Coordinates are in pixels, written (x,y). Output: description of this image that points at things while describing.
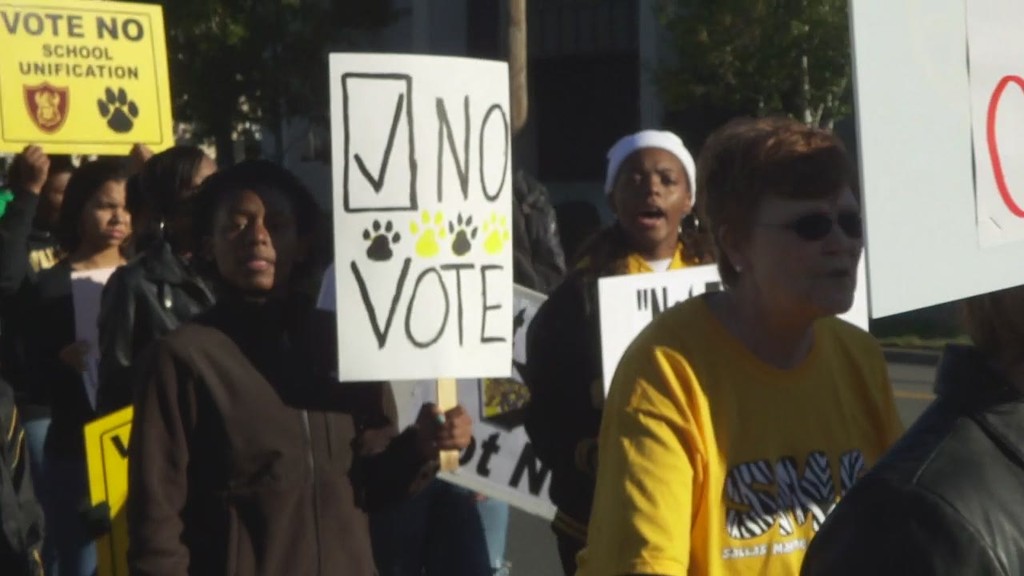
In this image we can see people (32,211) holding boards (421,218) and on the boards (422,175) we can see the text (67,31). In the background (265,51) we can see the trees (825,50) and also a pole (518,56).
